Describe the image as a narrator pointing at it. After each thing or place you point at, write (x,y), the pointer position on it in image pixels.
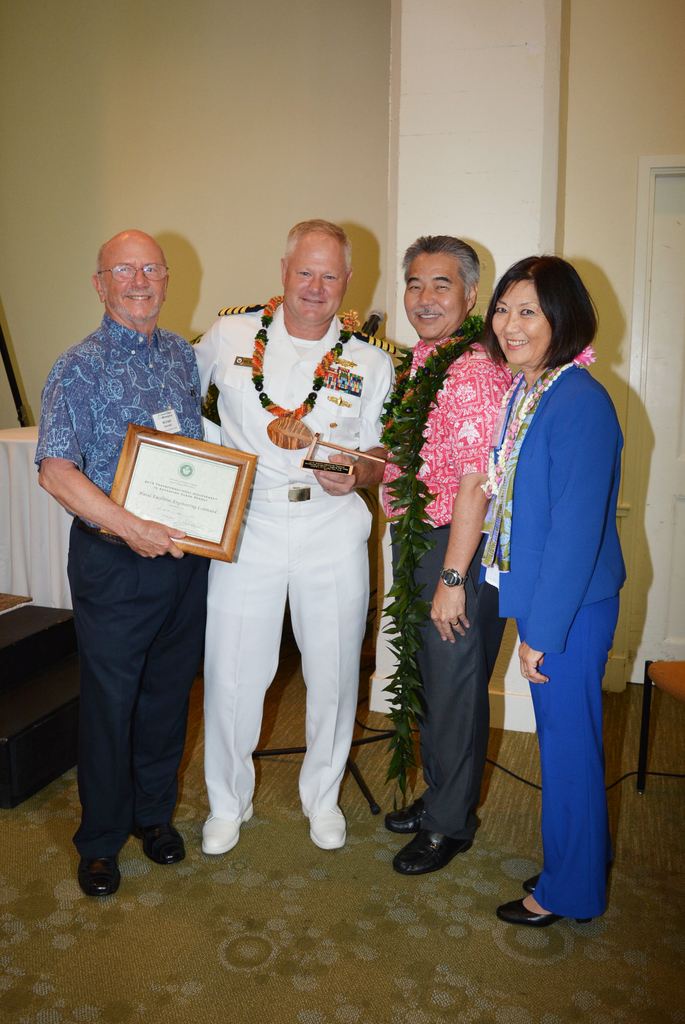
Floor (349,860) with carpet (368,848). These four people (462,823) are standing. This man (149,384) is holding a certificate (178,518), another man (320,493) is holding an object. Background (385,105) we can see wall (345,130), door (661,362), table (18,463) and chair (662,668). On this there is a cloth (25,466). On the floor (525,796) there is a cable (516,777).
